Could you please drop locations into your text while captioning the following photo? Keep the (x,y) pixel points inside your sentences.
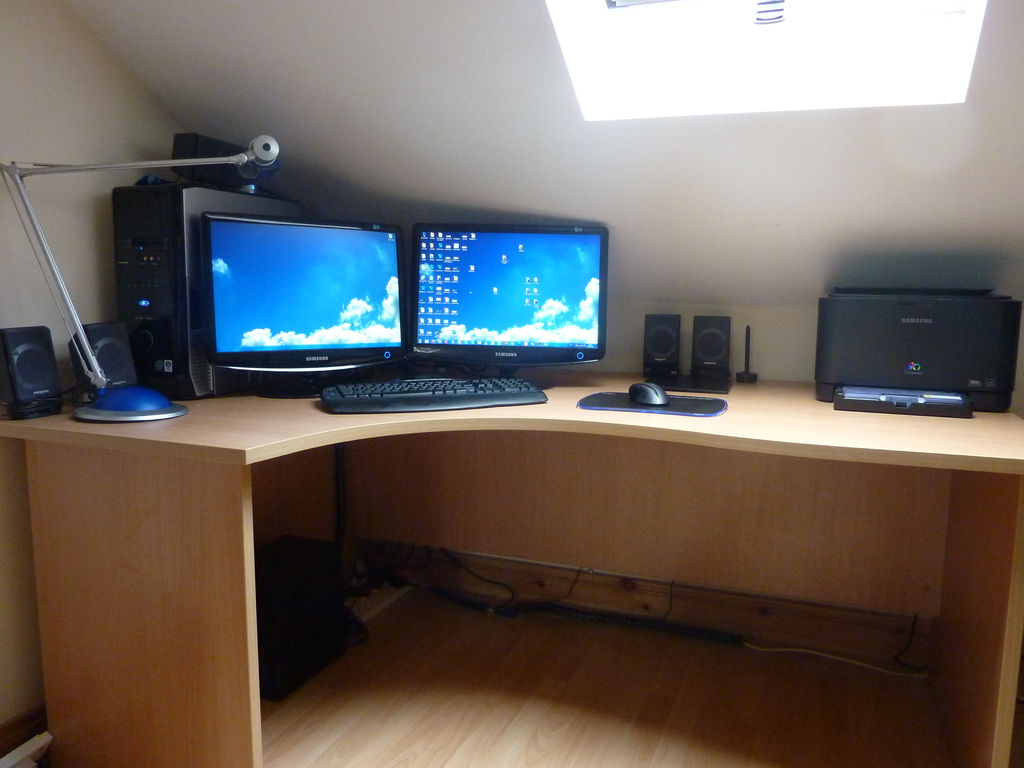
There is a table (531,440) in this picture on which two monitors (355,321), a keyboard (399,401), a CPU (139,317), four speakers (646,367), mouse (659,401) and a printer (900,353) were placed. There is a lamp (67,171) on the table (138,444).
